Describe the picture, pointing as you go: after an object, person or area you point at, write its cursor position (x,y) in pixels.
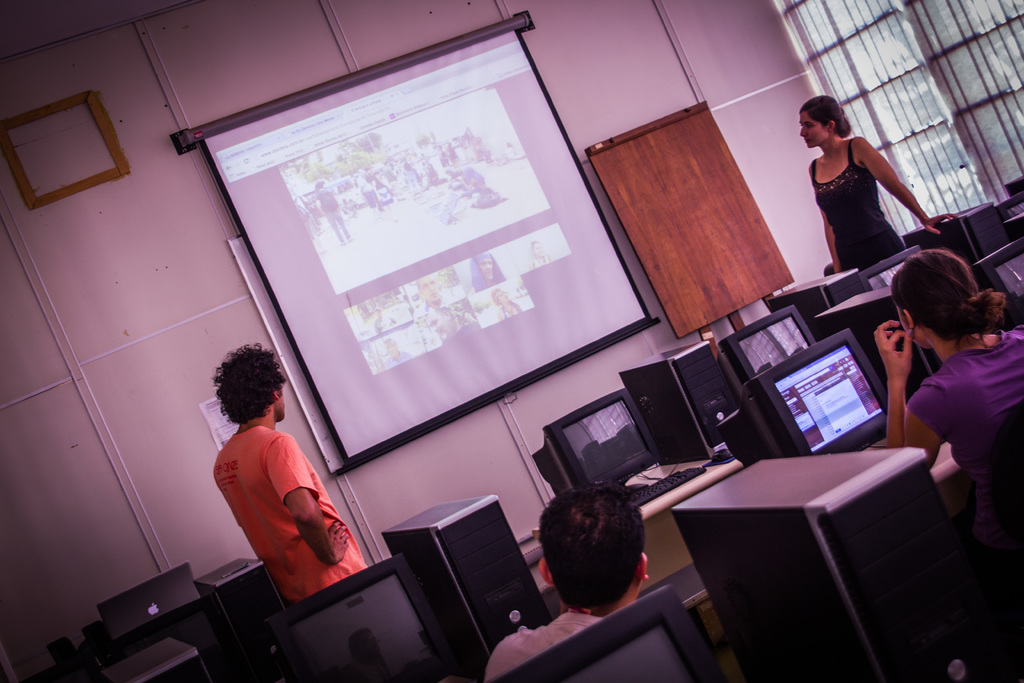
In this image I can see few systems (837,404), keyboards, mouse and CPU (679,450). I can see a screen (262,151) and two people (831,202) standing. I can see a wall (118,306).
